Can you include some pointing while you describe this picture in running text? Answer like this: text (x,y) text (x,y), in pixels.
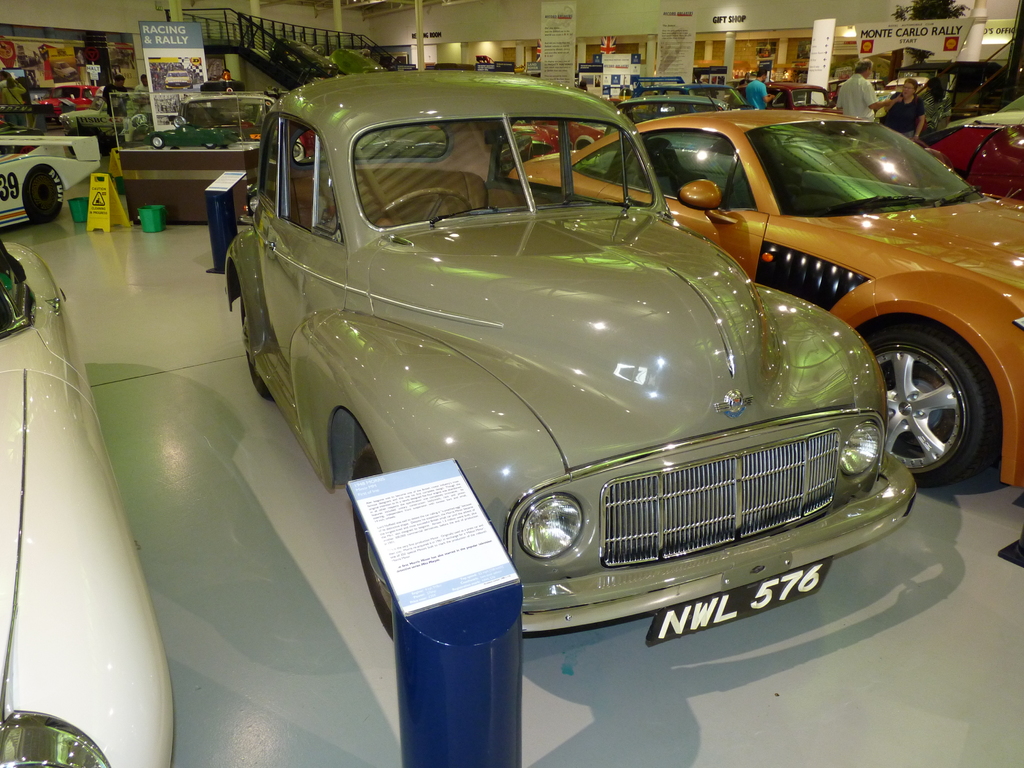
In this picture I can see few cars (516,285), at the bottom (479,553) there is a board (468,567). On the right side (938,111) three persons (876,105) are standing, at the top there is the staircase (318,50). On the left side (256,107) there are doll cars (175,134) in the glass boxes (176,117). It looks like a showroom (219,166).
